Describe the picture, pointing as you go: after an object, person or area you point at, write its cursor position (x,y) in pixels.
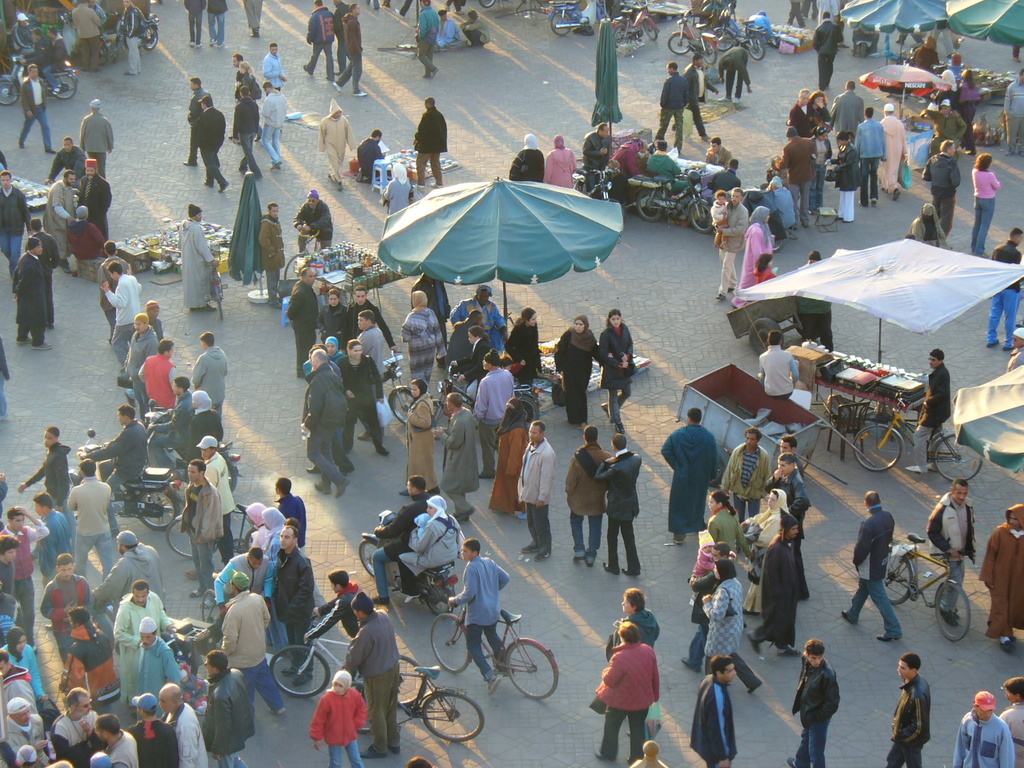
It is a market (520,339) there are many stalls (490,255) and people (51,760) were walking around the stalls (23,192), some of them are moving on the vehicles (425,667) around those stalls (915,67).
